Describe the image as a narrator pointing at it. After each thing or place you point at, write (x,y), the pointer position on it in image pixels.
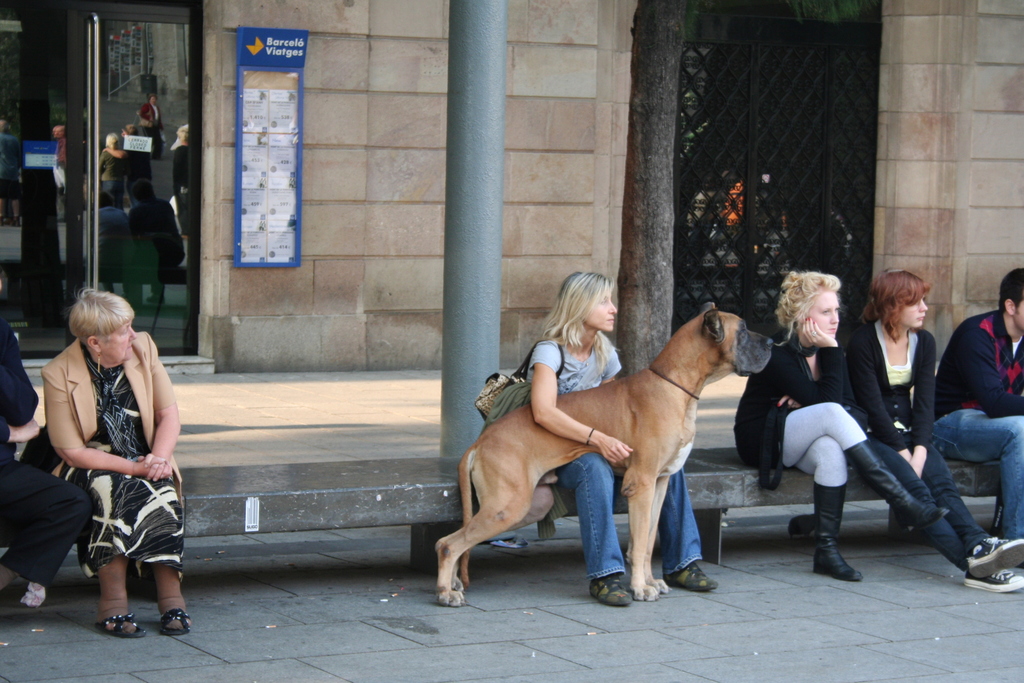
In this image there are group of people (910,356) sitting and there is a dog (547,432) in the middle of the image (669,451). At the back (393,328) there is a building (370,292) and at the left (86,173) there is a door (86,173). At the bottom (635,623) there is a footpath (634,648).
